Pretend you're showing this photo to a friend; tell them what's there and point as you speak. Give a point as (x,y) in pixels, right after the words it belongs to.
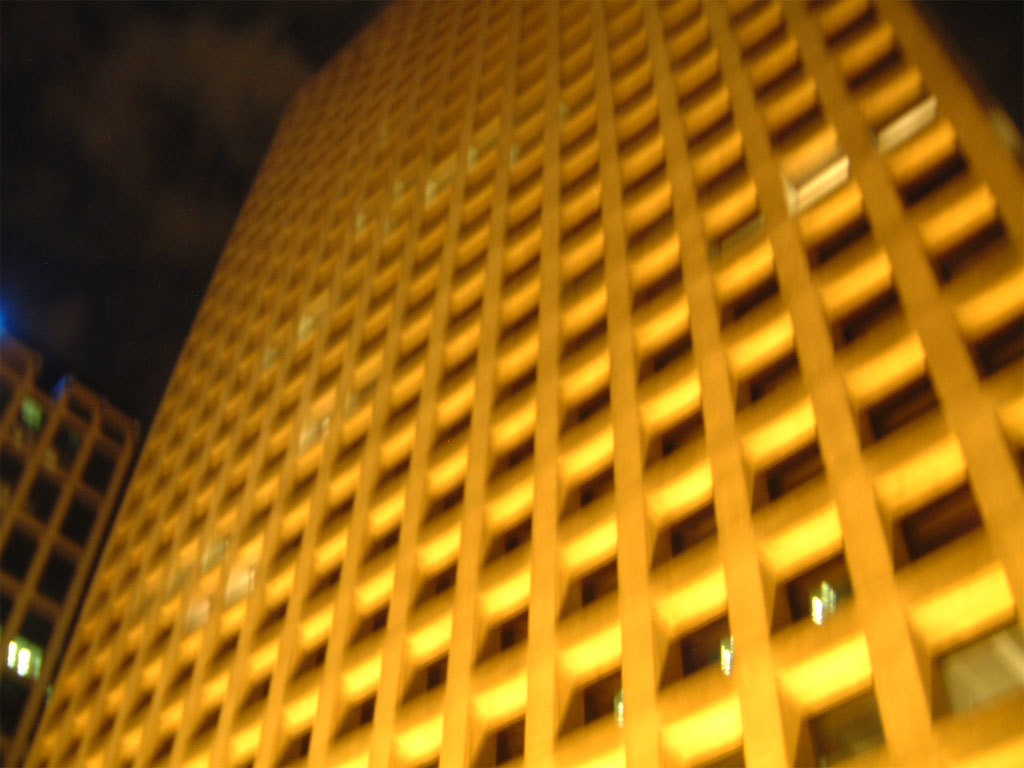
In this image I can see the buildings (262,254). In the background (219,80) I can see the clouds (208,106) and the sky (224,126).
